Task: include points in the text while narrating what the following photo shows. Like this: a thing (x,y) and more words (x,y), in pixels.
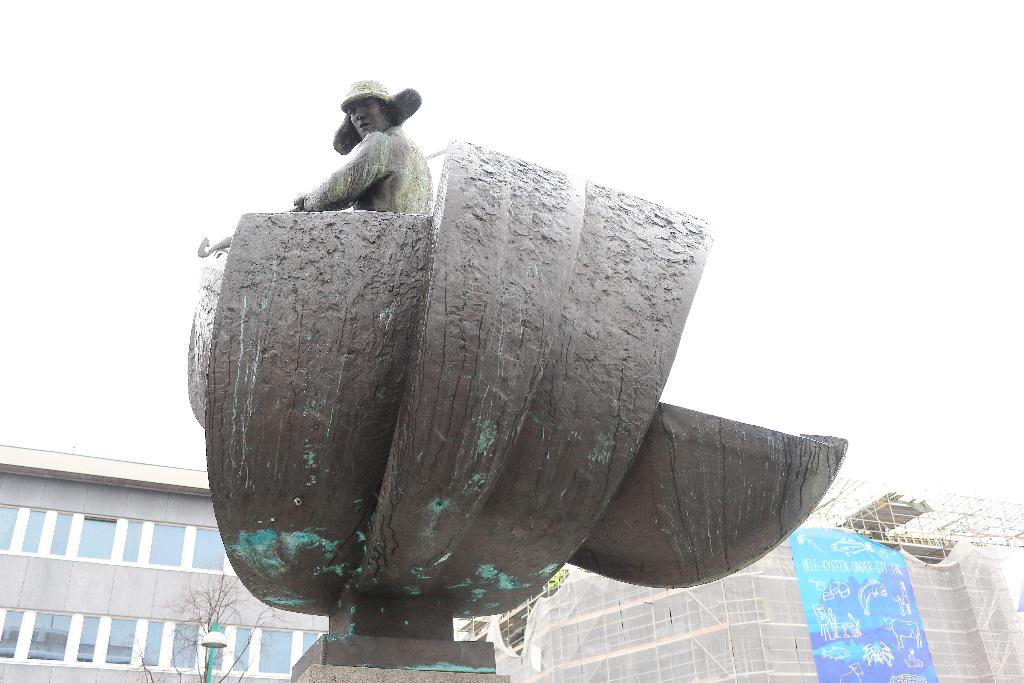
In the background (915,562) we can see buildings (226,585), bare tree (256,617), light (220,637) with a pole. This is a banner (865,617) in blue color. Here we can see the statue (504,230) of a man (337,150).
